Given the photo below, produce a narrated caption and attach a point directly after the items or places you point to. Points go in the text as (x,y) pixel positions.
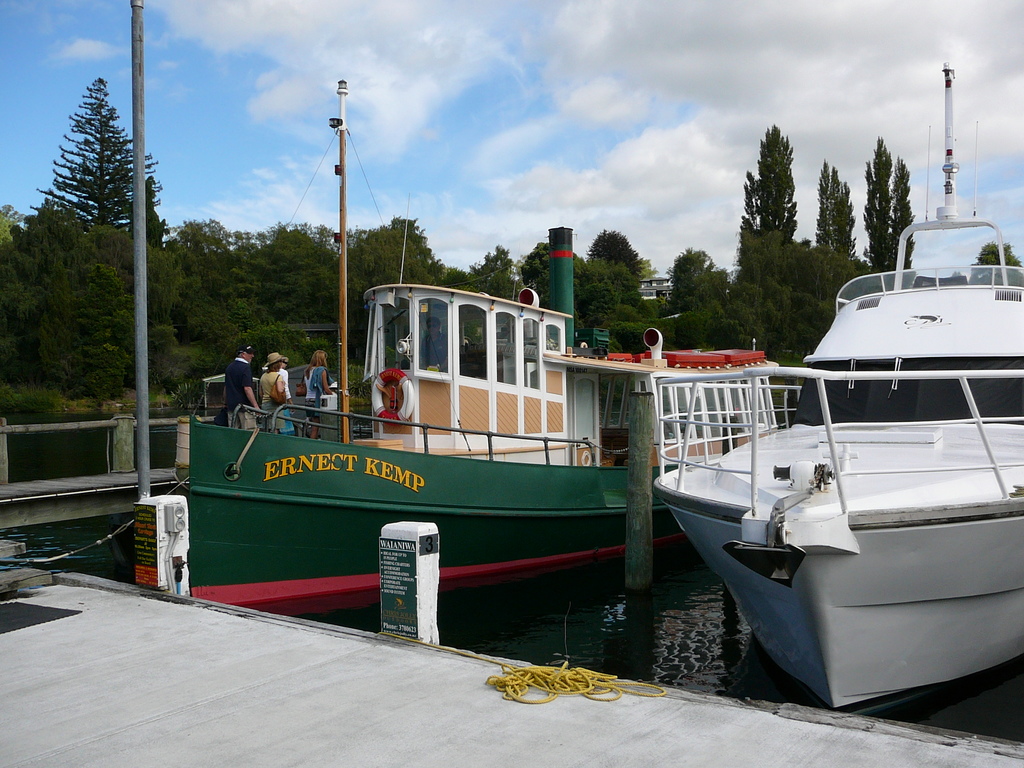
In the image there is a wooden surface (234,659), beside that there are two ships (410,488) and there are few people (269,385) on the first ship (266,415), around the ships (274,426) there are many trees (578,270).
